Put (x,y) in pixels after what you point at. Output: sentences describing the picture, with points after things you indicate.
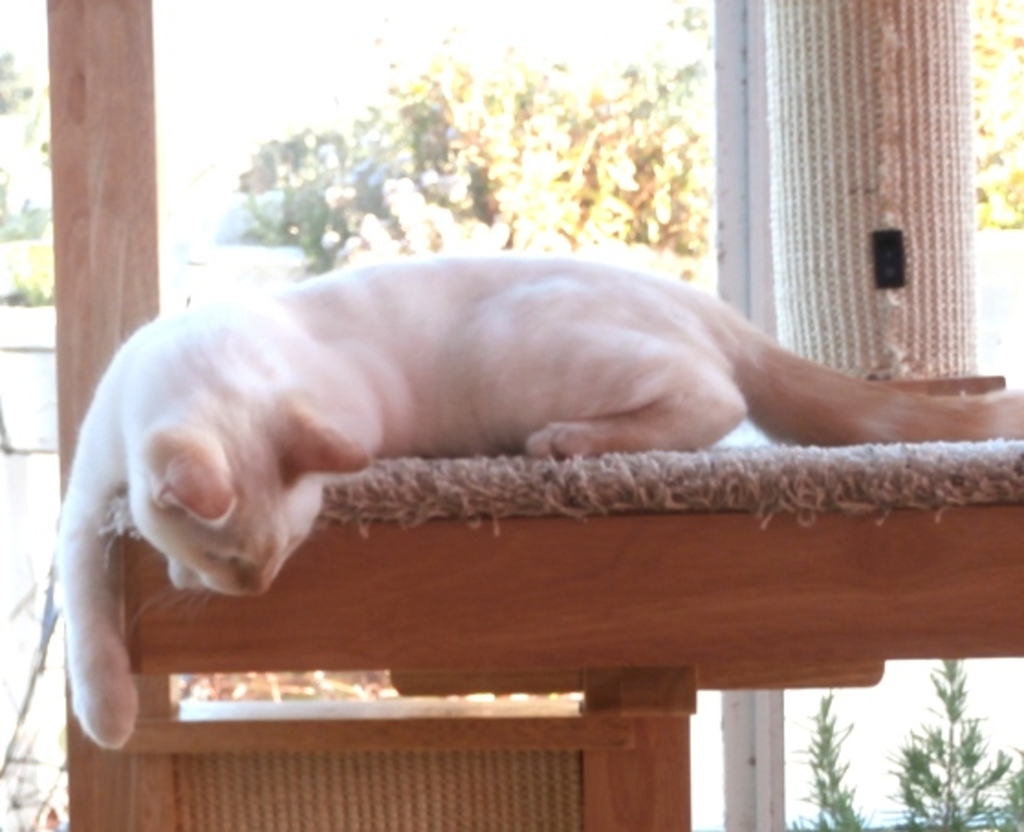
In this image we can see white color cat (326,374) is lying on the wooden thing (560,570). Behind trees (512,136) are there. Bottom of the image (962,761) plant (916,778) is present. Right side of the image (831,129) one white color thing (841,206) is present.
